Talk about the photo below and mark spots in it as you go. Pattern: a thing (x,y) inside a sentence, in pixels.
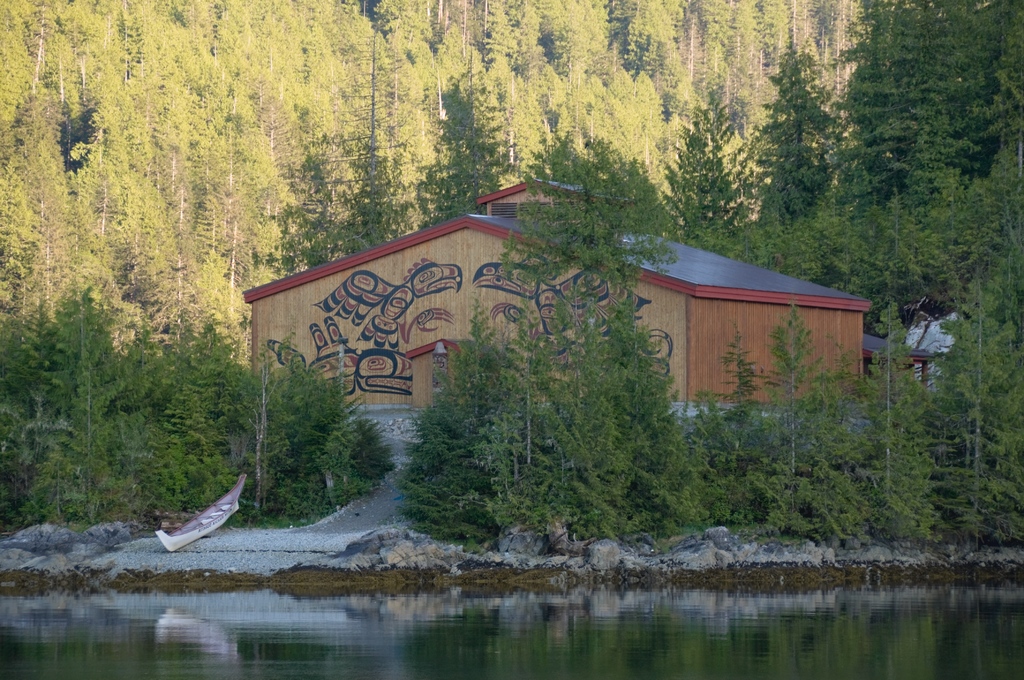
In this picture I can see the building (285,290). Beside that I can see the trees (832,201), plants (772,434) and grass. At the bottom (492,646) I can see the water flow (549,646).
